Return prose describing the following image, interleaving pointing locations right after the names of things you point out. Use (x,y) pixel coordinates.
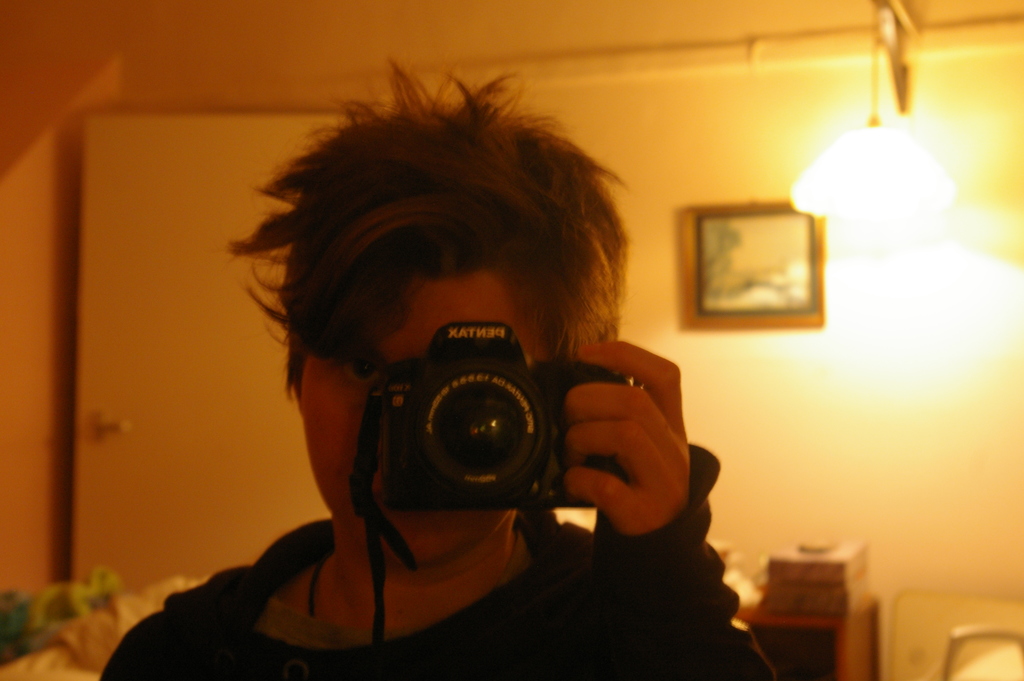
In the center of the image (491,277) we can see a person (600,414) holding the camera (522,448). In the background (192,243) we can see the door (167,282), clothes (78,600), light (822,181), some box (840,592) on the wooden table (832,642) and also a frame (769,280) attached to the plain wall (838,369).
